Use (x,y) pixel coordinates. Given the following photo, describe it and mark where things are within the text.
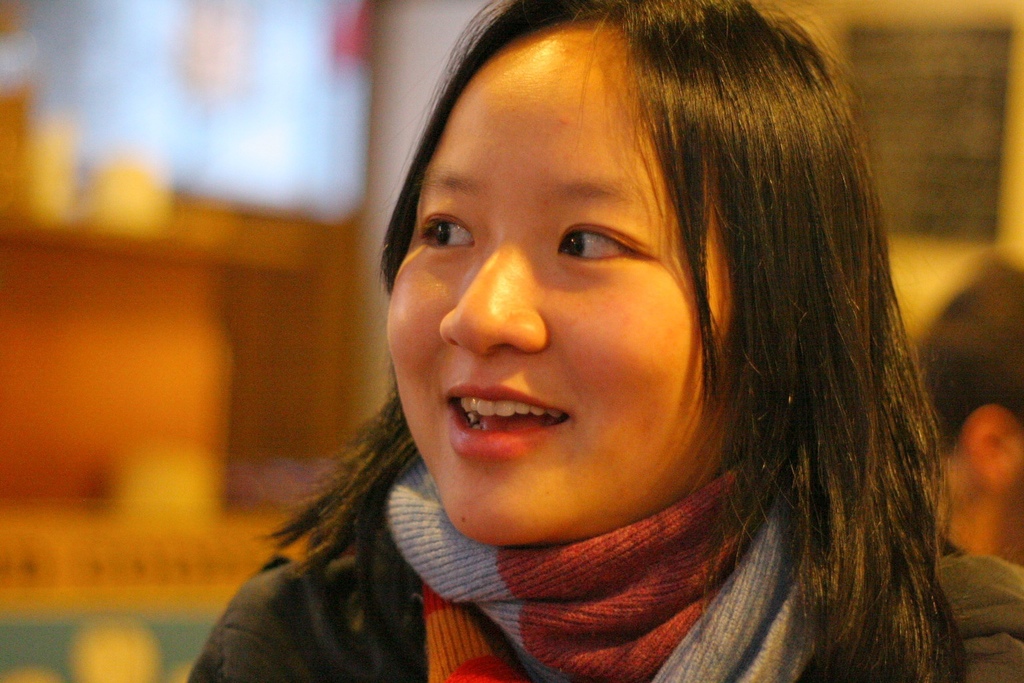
There is a lady (526,435) wearing scarf (564,545) is smiling. In the background (305,88) it is blurred.
